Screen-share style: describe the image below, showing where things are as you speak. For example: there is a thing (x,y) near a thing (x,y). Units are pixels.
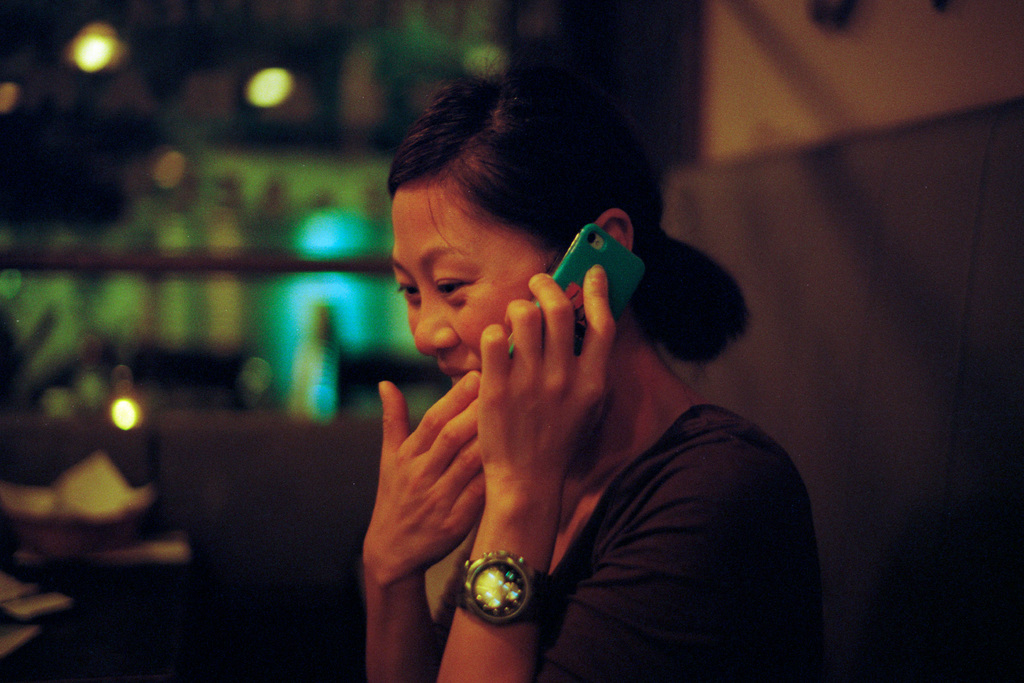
In this image, we can see a woman (455,504) is holding a mobile (576,312) and wearing a watch (505,606). Background (98,385) there is a blur view. Here we can see the lights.
